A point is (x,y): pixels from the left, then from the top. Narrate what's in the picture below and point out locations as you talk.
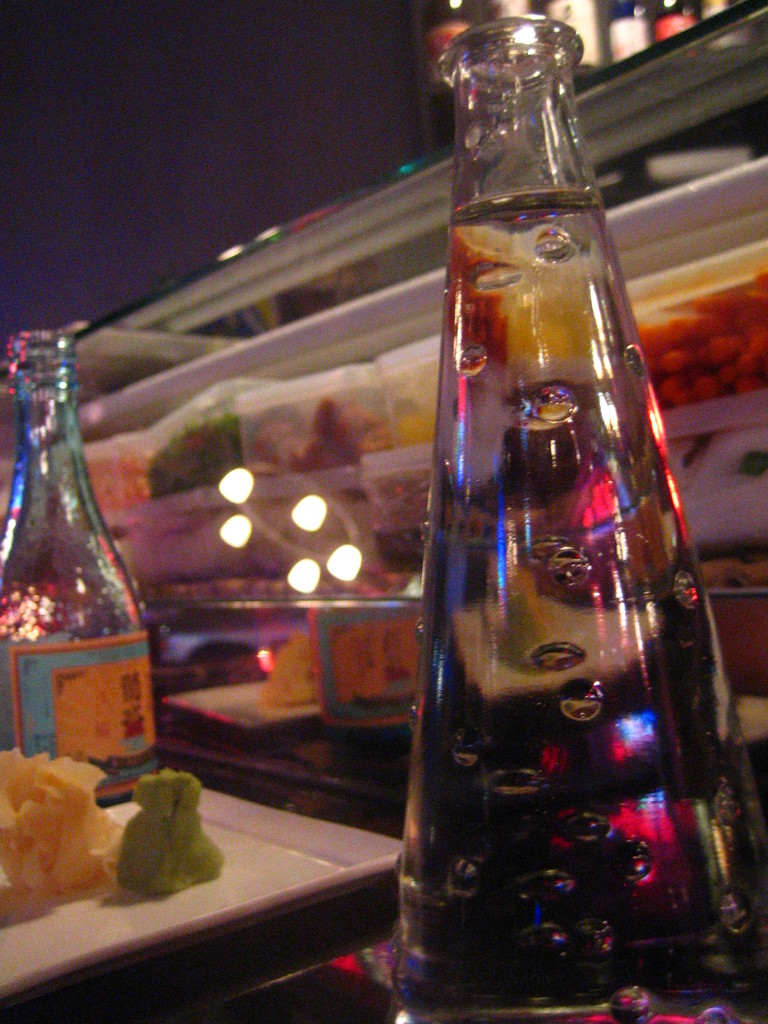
This picture is consists of a glass bottle (708,900) which is placed on the table (280,770) at the right side of the image (513,975), there is a tray (263,884) which contains food item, and there is another glass bottle (95,690) at the left side of the image (109,704), there is a glass food container (260,320) at the center of the image (388,478).
